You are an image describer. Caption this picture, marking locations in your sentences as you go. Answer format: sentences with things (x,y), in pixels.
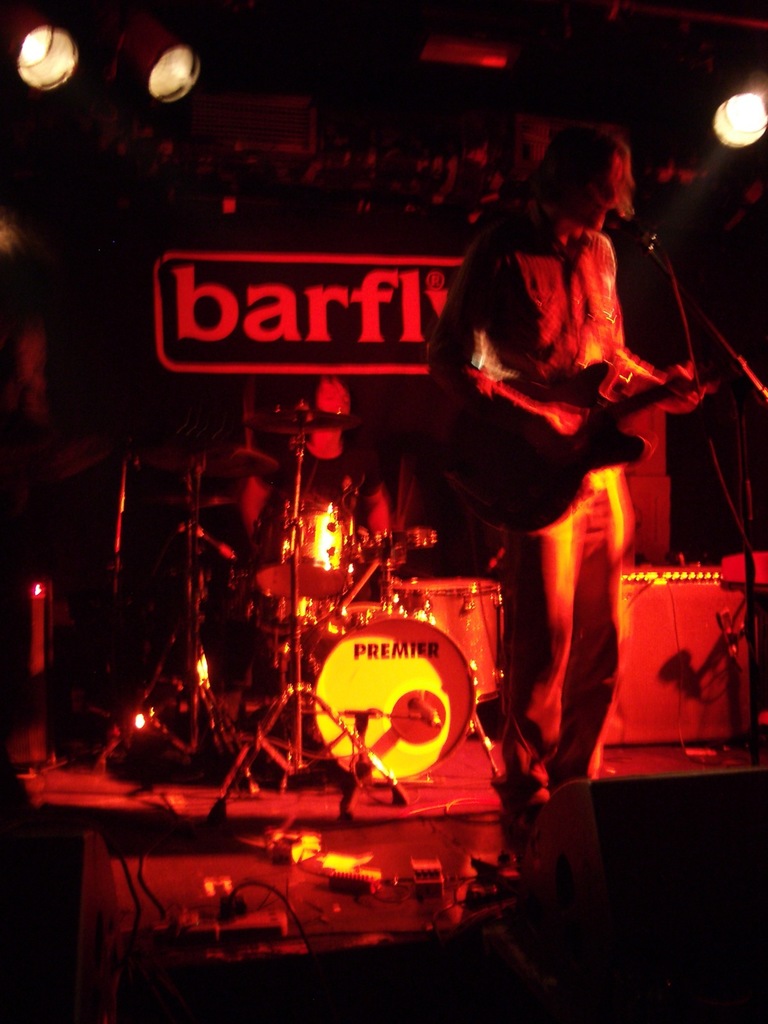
In this picture we can see a person (599,347) playing a guitar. There are few drums (413,771) and other musical instruments (266,730). We can see wires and switchboards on the stage (55,785). Some lights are visible in the background (148,70).
